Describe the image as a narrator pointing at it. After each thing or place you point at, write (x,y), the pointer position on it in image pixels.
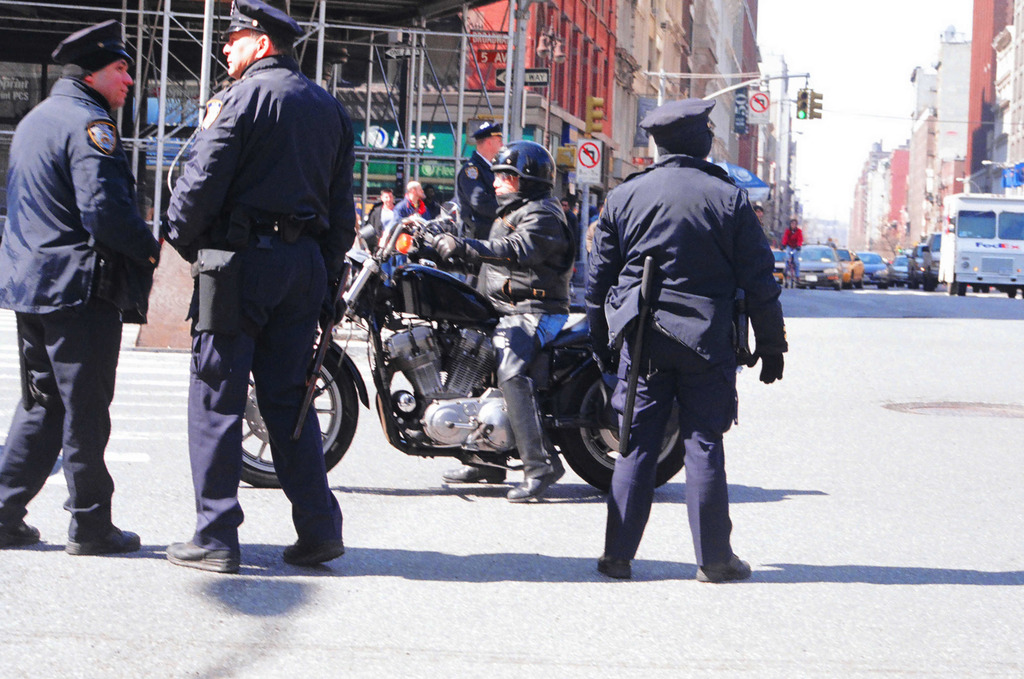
In this image there are many people (496,133). In the front (252,342), there are four police officers (653,227). To the right (991,259), there are many vehicles (977,196). In the background (565,76), there are buildings (674,67), signal lights (801,98), sky (892,79).
